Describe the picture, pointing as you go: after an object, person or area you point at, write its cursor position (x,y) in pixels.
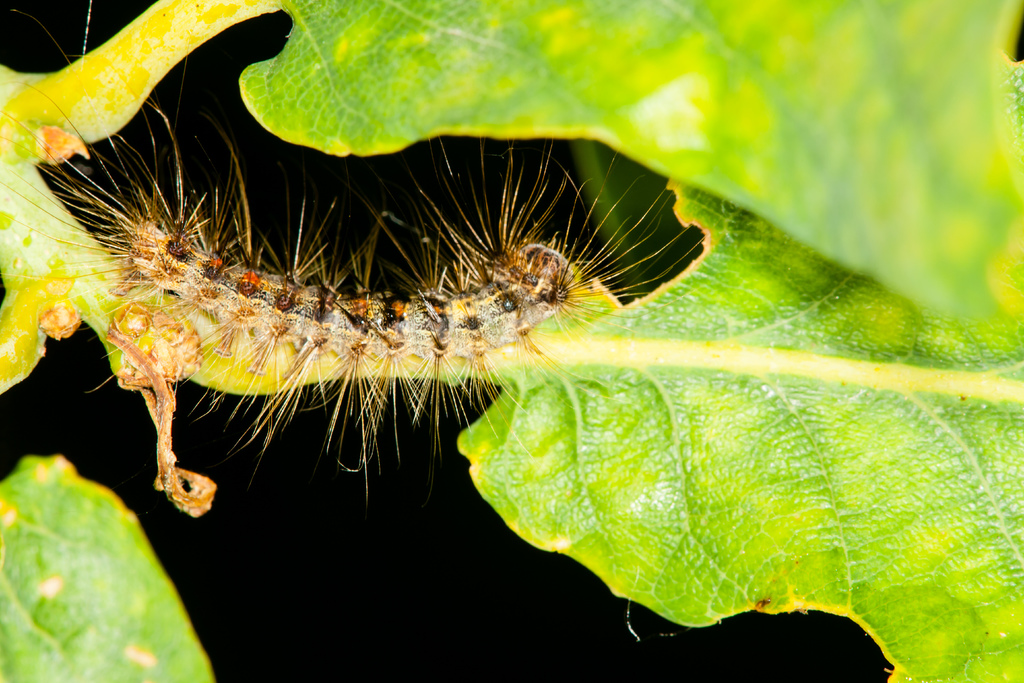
In the image there is a caterpillar (246,248) on the part of a plant (524,348) and the background of the caterpillar (294,333) is dark.
